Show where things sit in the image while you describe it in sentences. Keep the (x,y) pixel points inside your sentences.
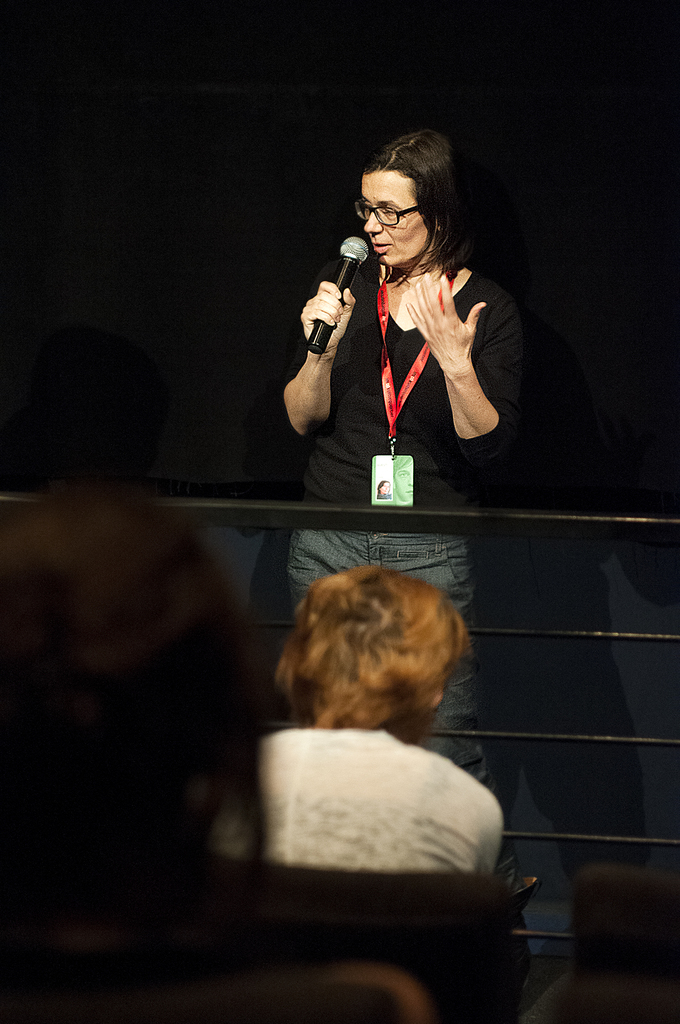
There is a woman (354,486) standing on stage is speaking on a microphone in front of her there are few other people (307,599) sitting and staring at her.
